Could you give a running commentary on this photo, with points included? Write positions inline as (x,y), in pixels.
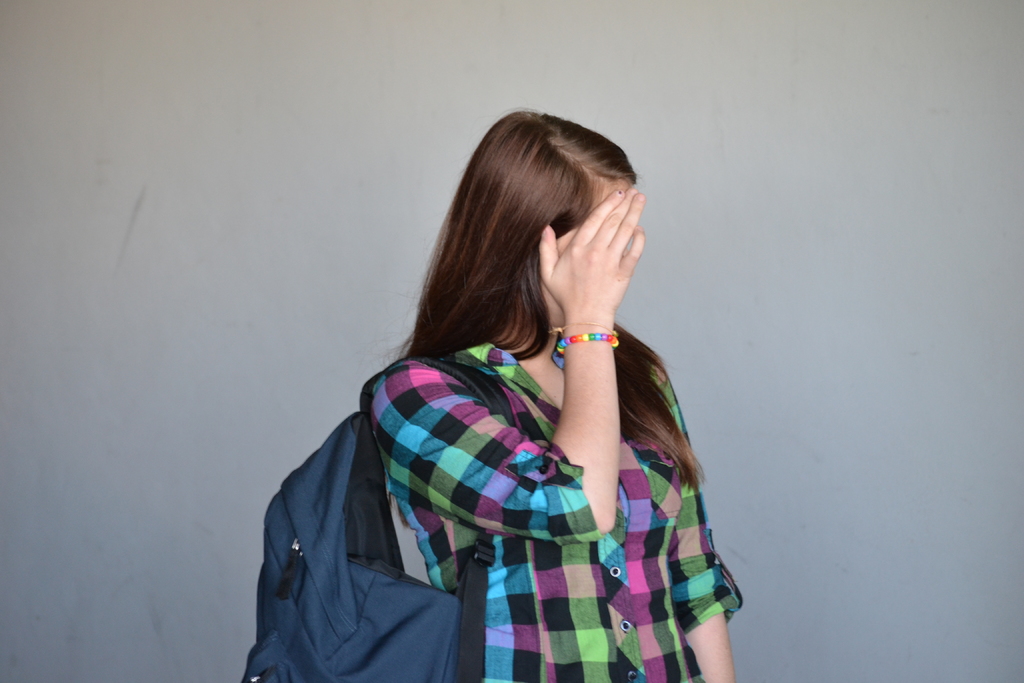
In this image in the front (514,460) there is a woman (549,477) standing and wearing a bag (312,581) which is blue in colour and hiding her face (558,295).
